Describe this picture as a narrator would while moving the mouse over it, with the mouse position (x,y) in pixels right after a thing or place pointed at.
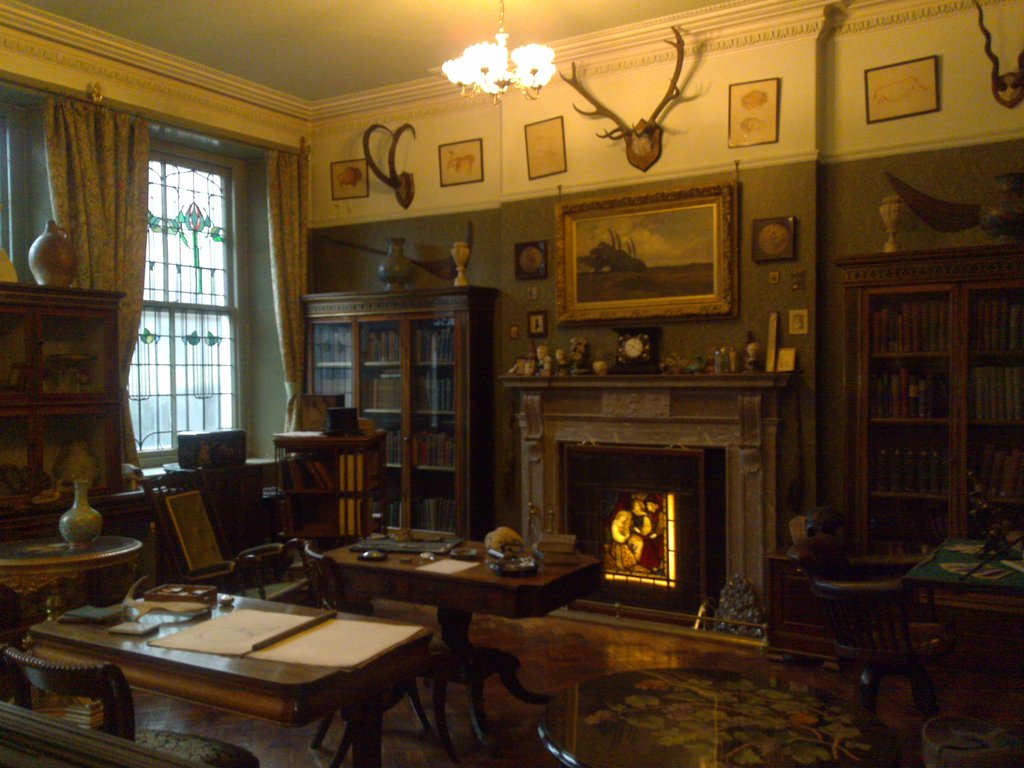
In this image there are empty chairs (876,589) and there are tables (390,672) and on the table (373,667) there are papers (216,640) and there are objects (553,552). In the background (539,316) there are shelves (408,302) and there are frame (551,145) on the wall (578,189) and there is a chandelier (505,35) hanging. On the left side (208,296) there are curtains (79,251) and there is a window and there is a shelf (60,337) in front of the window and on the shelf (70,291) there is a pot (46,275) and in front of the shelf (49,519) there is a table (75,561) and on a table (80,561) there is a pot (79,518). On the right side (993,602) there is a table (1000,610) and there is an object (880,611) which is black in colour and there are objects (890,623) made up of wood (645,148).
